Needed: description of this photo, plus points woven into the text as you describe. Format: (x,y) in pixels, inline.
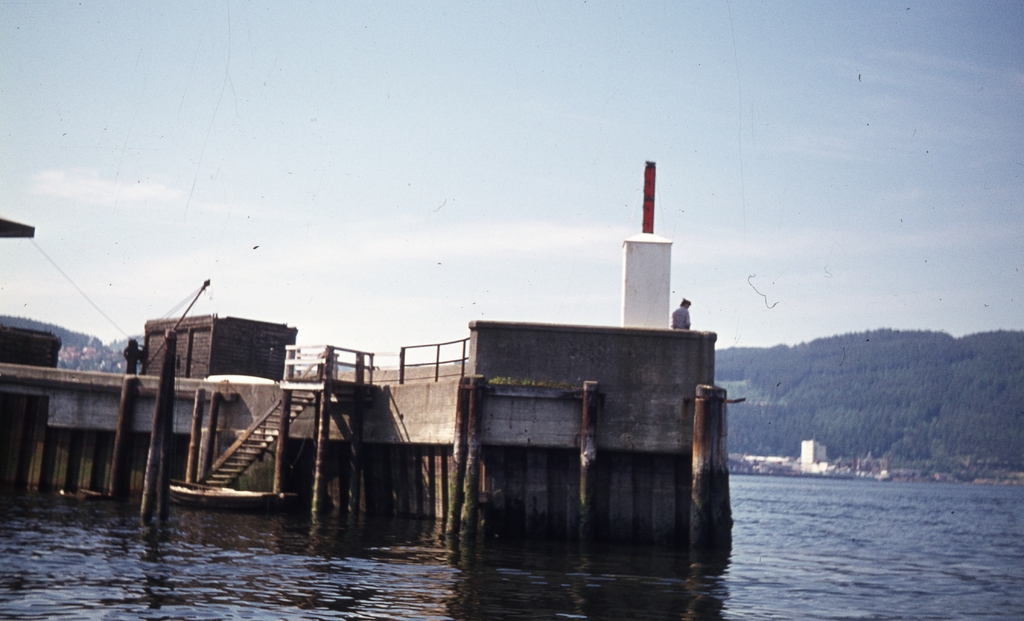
In this picture I can observe a river (480,582). There is a dock (287,398). In the background (867,414) there are trees (806,379), hill (845,376) and a sky (526,198) with some clouds (457,232).
